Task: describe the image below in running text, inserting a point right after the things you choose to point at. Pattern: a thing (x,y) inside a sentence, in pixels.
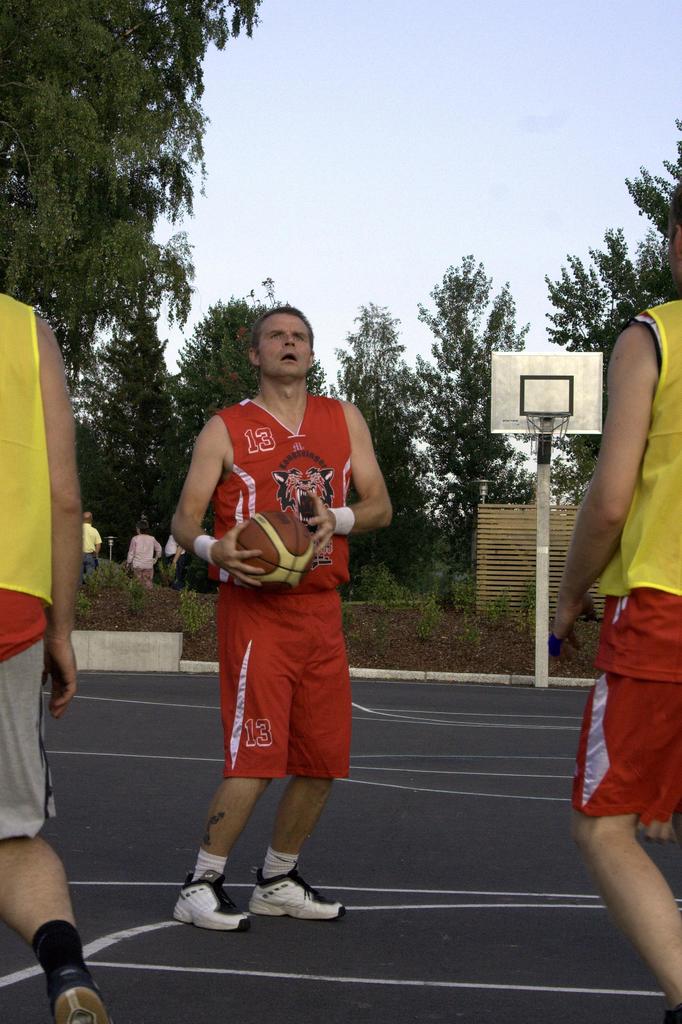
In the background (422,118) we can see the sky (410,97), trees (14,292), plants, people (143,544), basketball hoop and objects (110,548). In this picture we can see the basketball court (313,958). We can see the players (595,733) and a man (286,626) is holding a ball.
